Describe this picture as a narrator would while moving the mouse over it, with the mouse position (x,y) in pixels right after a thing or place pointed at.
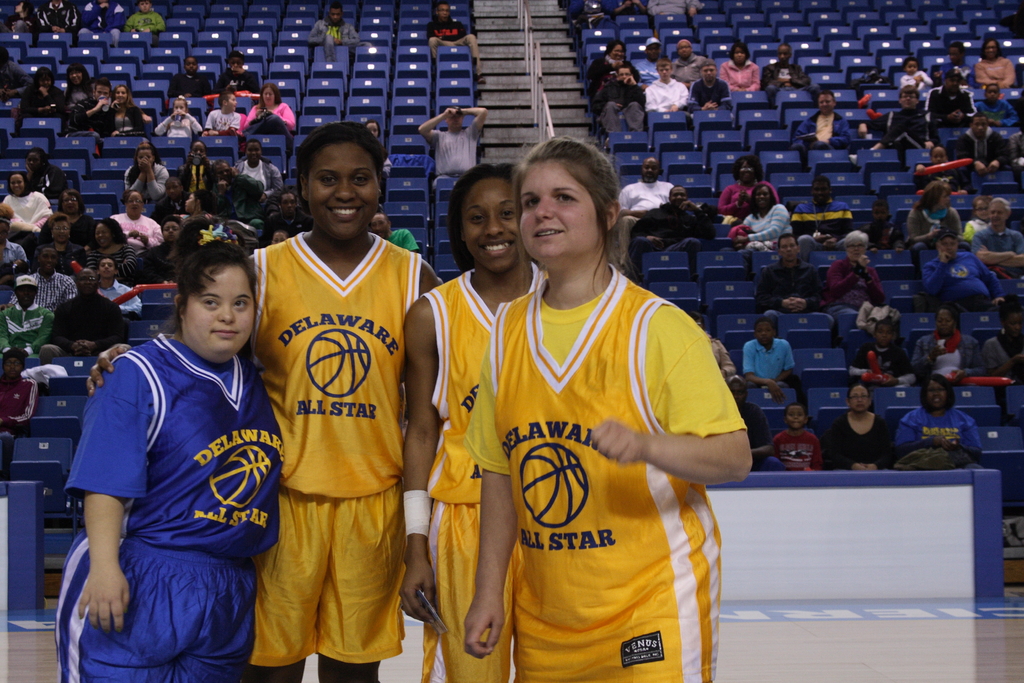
3 Girls (487,282) are standing, they wore yellow color dresses (463,429), on the left side (237,391) a woman (252,464) is standing, she wore blue color dress (251,498). Behind them many people (691,251) are sitting on the chairs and observing them.
